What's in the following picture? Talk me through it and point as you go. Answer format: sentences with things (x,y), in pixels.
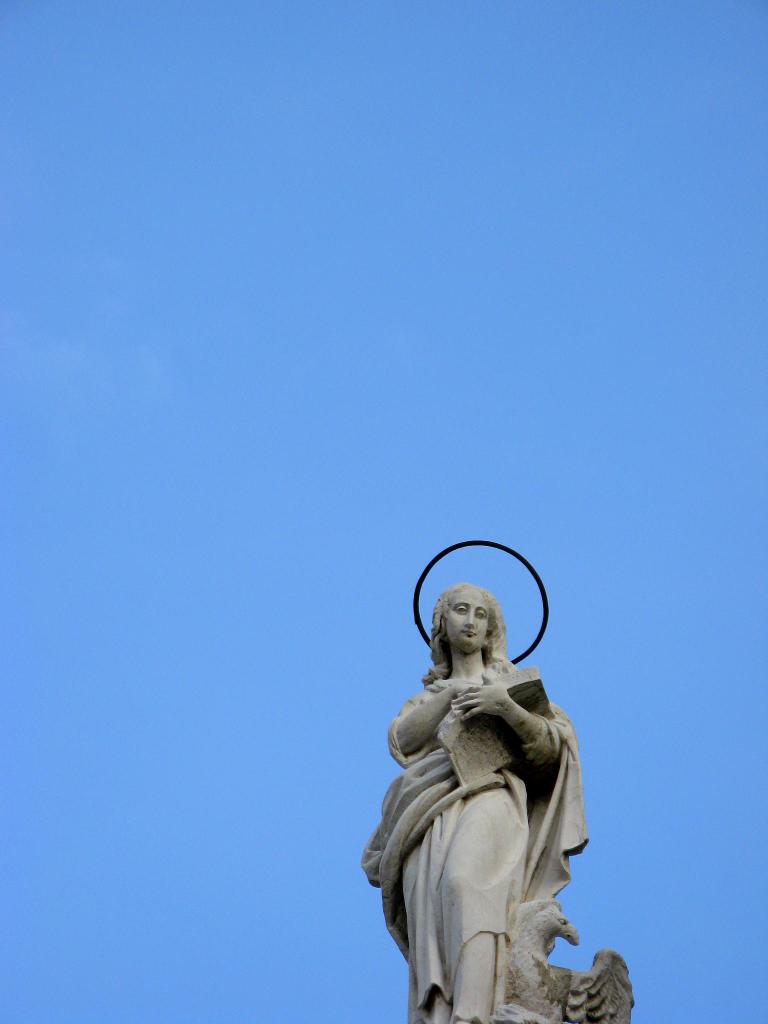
In the image there is a sculpture of a woman (485,812).
